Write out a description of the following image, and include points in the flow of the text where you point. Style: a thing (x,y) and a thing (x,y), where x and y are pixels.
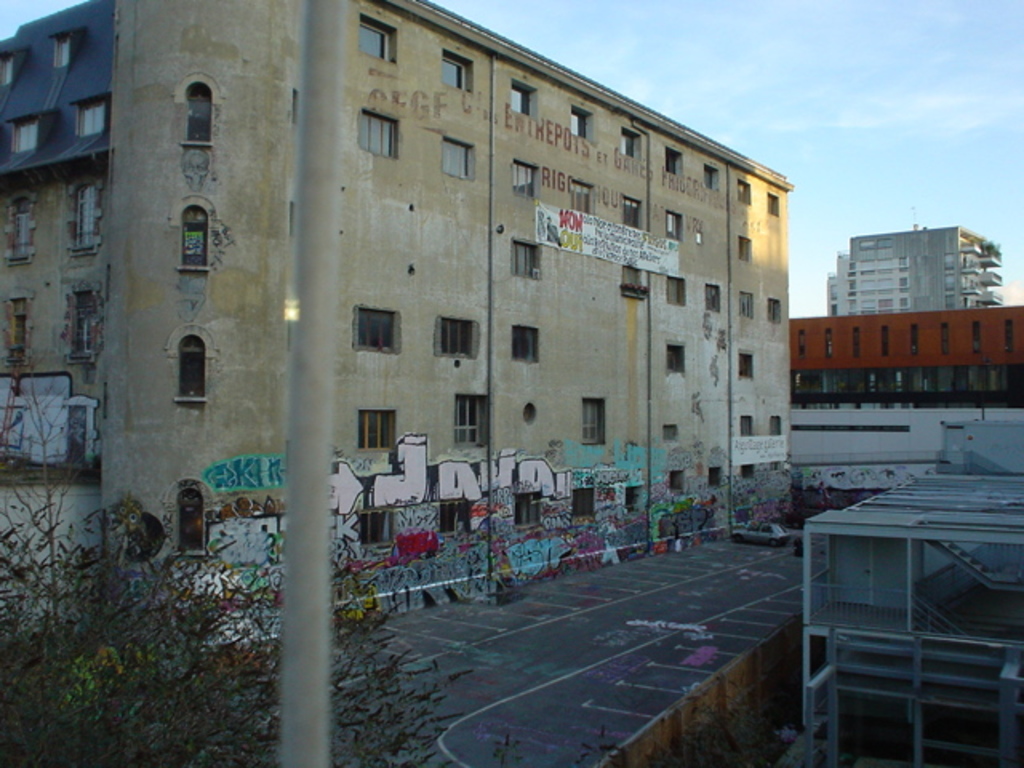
In this picture we can see buildings (841,279), at the left bottom (144,709) there is a tree (98,694), we can see a pole (294,702) in the front (304,713), there is the sky (757,85) at the top of the picture (776,71), we can see graffiti (664,541) on the wall (640,519), we can also see a banner (610,254), there is some text (612,242) on the banner (593,246).
